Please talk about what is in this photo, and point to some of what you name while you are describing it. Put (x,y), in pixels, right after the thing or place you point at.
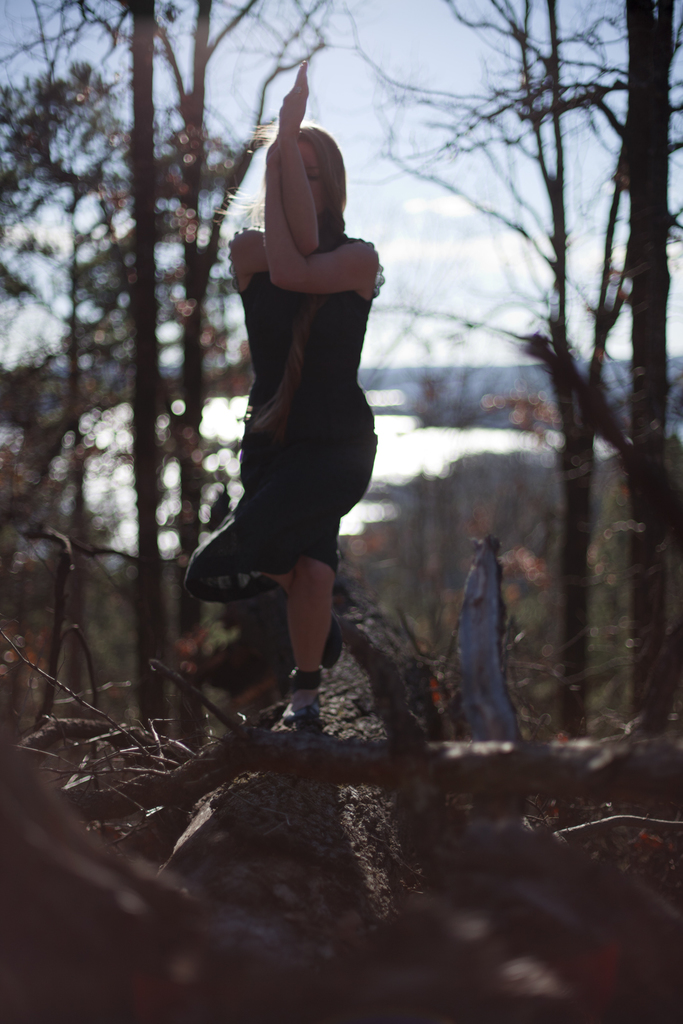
In this image I can see a woman (312,278) is standing and wearing black color dress (308,457). Back I can see trees (445,621) and water (410,442). The sky (405,155) is in white and blue color.
